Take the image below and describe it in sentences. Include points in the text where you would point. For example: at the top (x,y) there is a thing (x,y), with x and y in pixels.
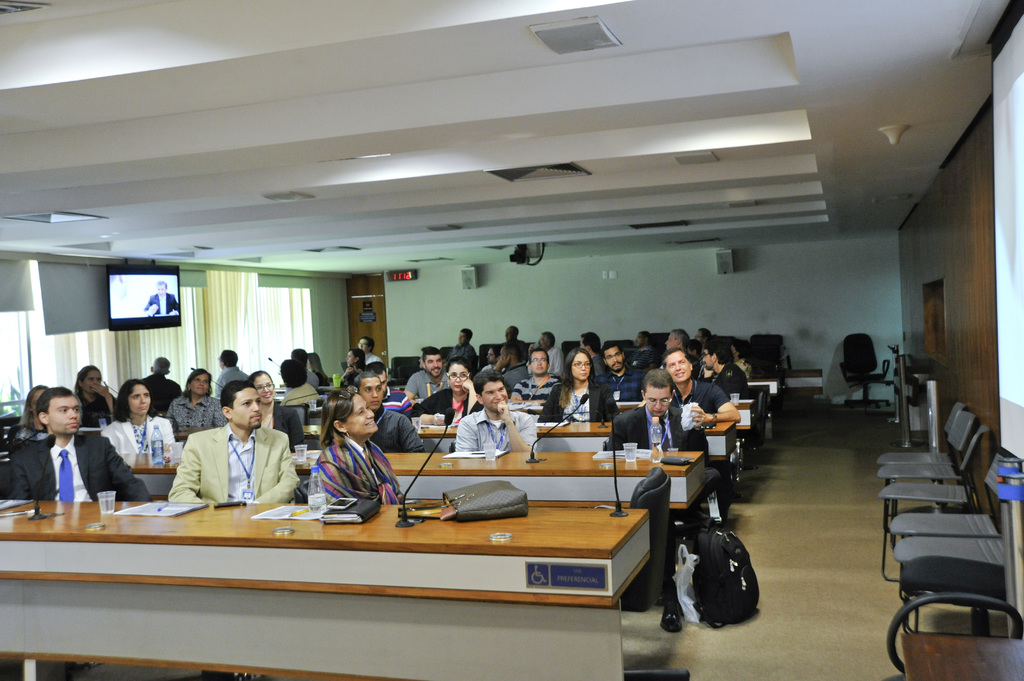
This picture describes about group of people (297,429) they are all seated on the chair (767,340) in the room (386,390), in front of them we can find glasses (107,508), papers (289,513), microphones (410,524), bags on the table (434,528), and they are all watching projector screen (1023,298).
